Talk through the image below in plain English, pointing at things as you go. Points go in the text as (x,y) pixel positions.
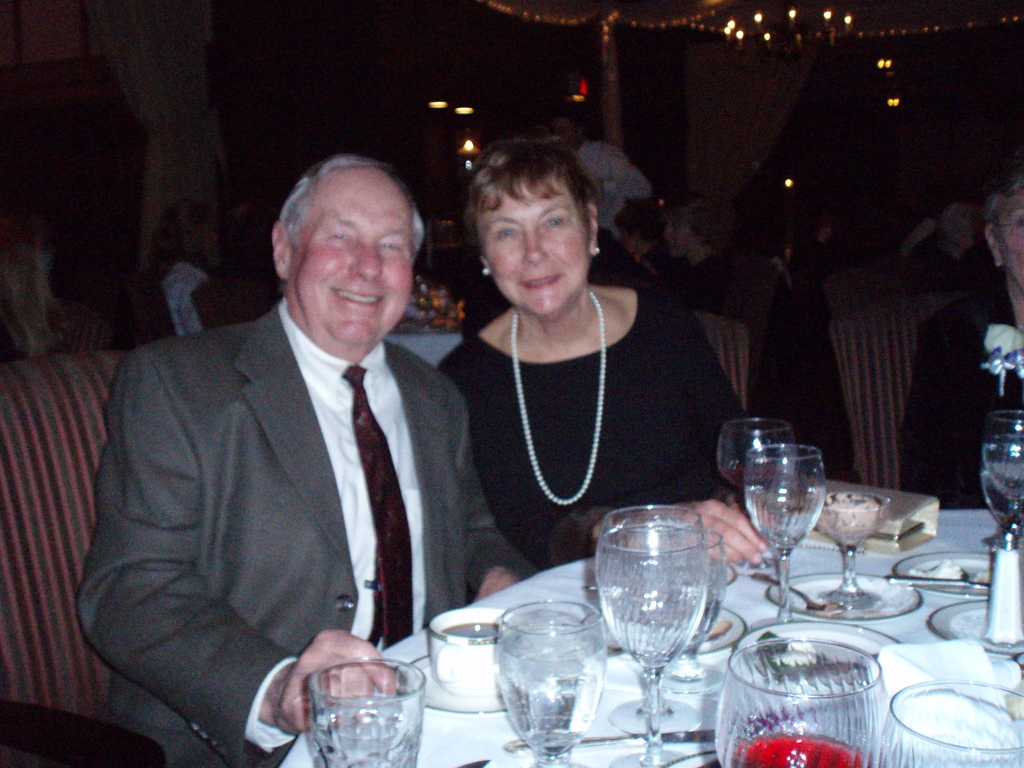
In this picture we can see a man (325,250) and a woman (517,287) sitting on a chair (51,467) and smiling and in front of them on the table (981,515) we can see glasses (672,531), plates (931,563), cup (466,666), saucer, purse (872,543) and in the background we can see some people (952,207), lights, curtains (172,73).
